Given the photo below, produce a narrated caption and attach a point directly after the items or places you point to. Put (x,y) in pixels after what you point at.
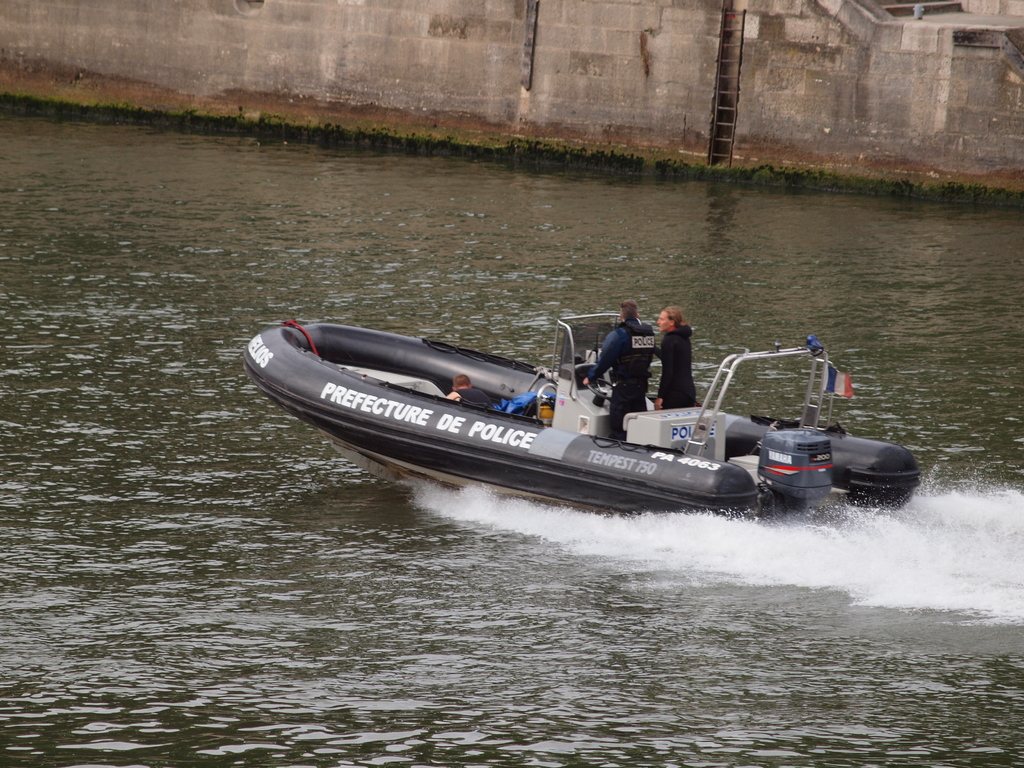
In this picture there are people (669,401) in a boat (402,376) on the water (305,432). In the background of the image (777,87) we can see wall (768,71) and ladder (730,33).
